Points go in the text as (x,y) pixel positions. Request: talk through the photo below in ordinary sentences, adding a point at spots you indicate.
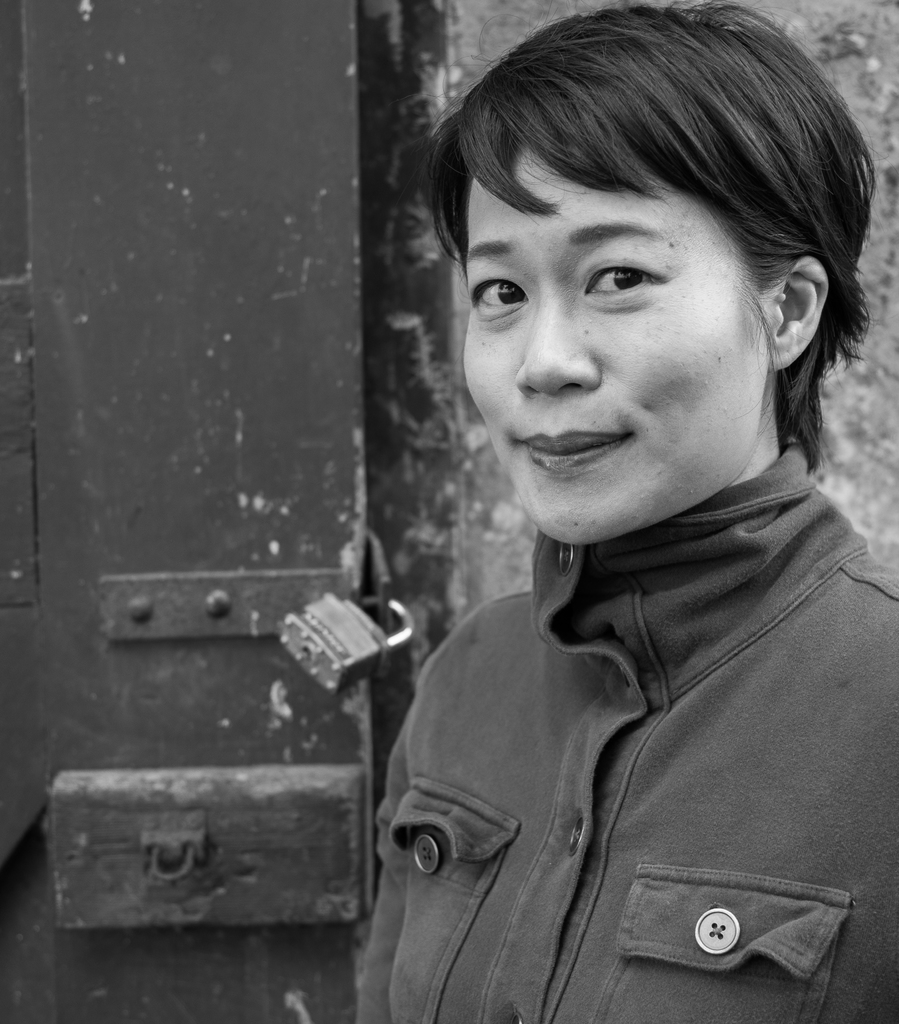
In this image we can see a lady (683,276) is standing and she is wearing jacket (671,700), behind her door (273,641) is there and lock (353,670) is present on the door (359,689).
